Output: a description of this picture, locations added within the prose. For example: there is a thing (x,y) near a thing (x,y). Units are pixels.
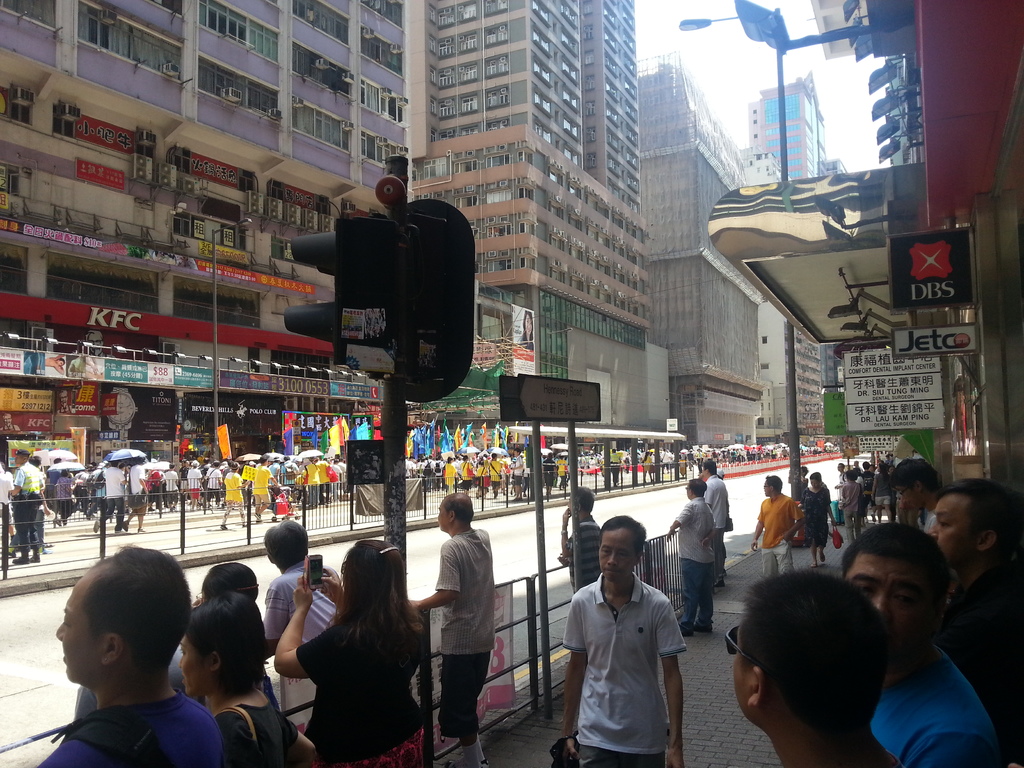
In the image we can see there are many people (298,547) around and they are wearing clothes (299,650). They are walking and some of them are standing. Here we can see buildings (486,99) and windows (311,77) of the buildings (822,142). We can see light poles (795,48), signal pole (438,306) and the boards (841,401), on the boards (846,418) we can see the text (904,419). Here we can see fence (361,503), road (617,494) and the sky (681,45).
